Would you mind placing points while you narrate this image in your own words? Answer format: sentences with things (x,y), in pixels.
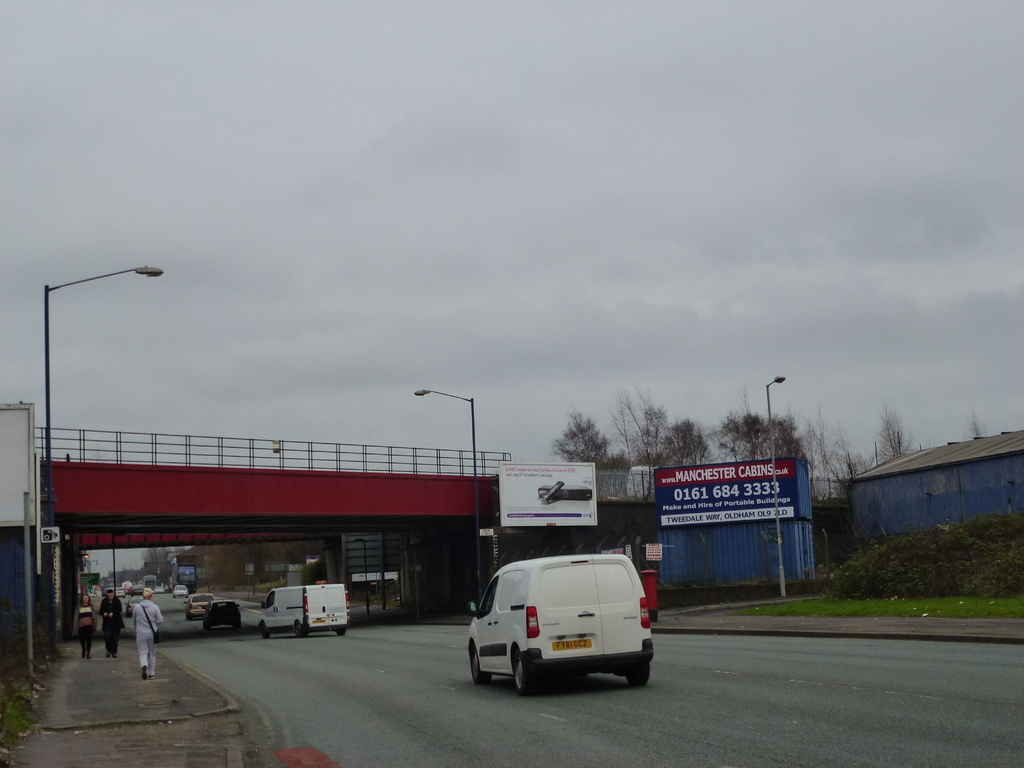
In this picture we can see few vehicles (323,622) on the road (334,636) and few people (144,635) walking beside the road (265,660), in the background (371,574) we can see few hoardings (693,473), trees (590,434), poles (772,451), lights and clouds (424,245), on the right side of the image (952,497) we can see a shed (919,509).
